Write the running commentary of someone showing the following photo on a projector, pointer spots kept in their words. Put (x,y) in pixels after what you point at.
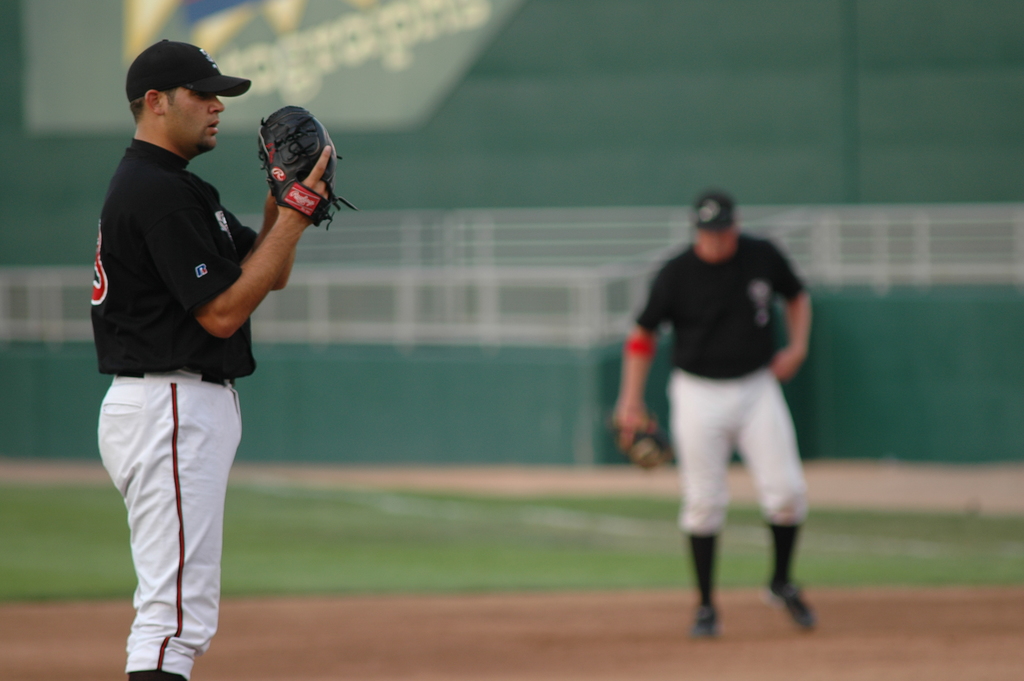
In this image there are two people (176,462) standing on the ground (732,518), one of them is holding an object (311,203) in his hand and behind them there is a banner (321,58) with a logo (290,18) and some text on it.
